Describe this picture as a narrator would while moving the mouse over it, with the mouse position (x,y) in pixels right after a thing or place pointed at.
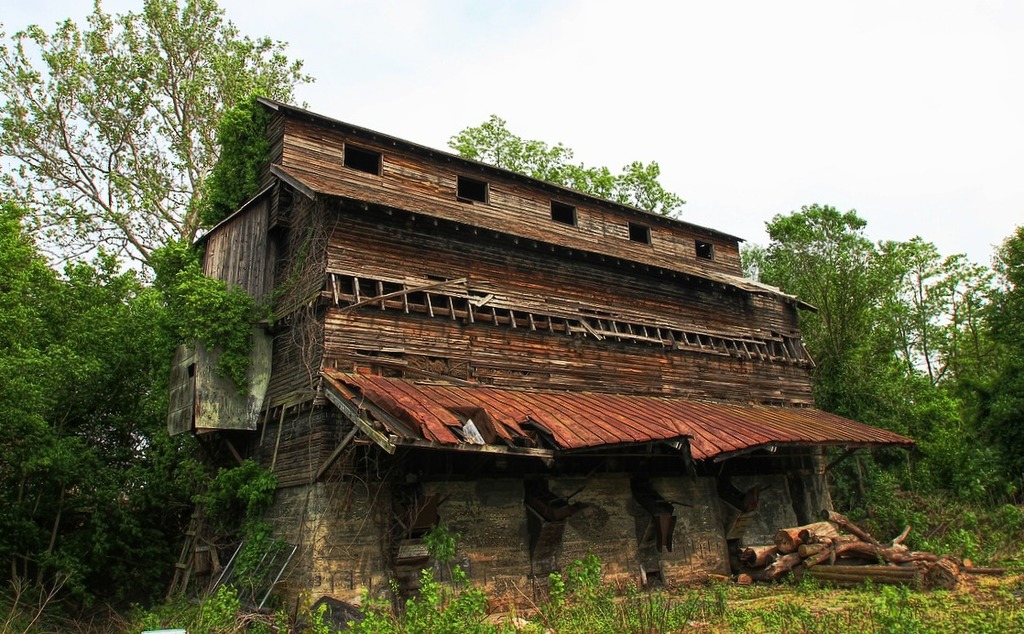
In the center of the image (425,360) we can see a wooden building (440,446) and trees (186,239) around it. At the bottom (852,611) we can see wooden blocks (854,572), plants (436,598) and grass (891,612). In the background (892,50) there is a sky (594,75).
